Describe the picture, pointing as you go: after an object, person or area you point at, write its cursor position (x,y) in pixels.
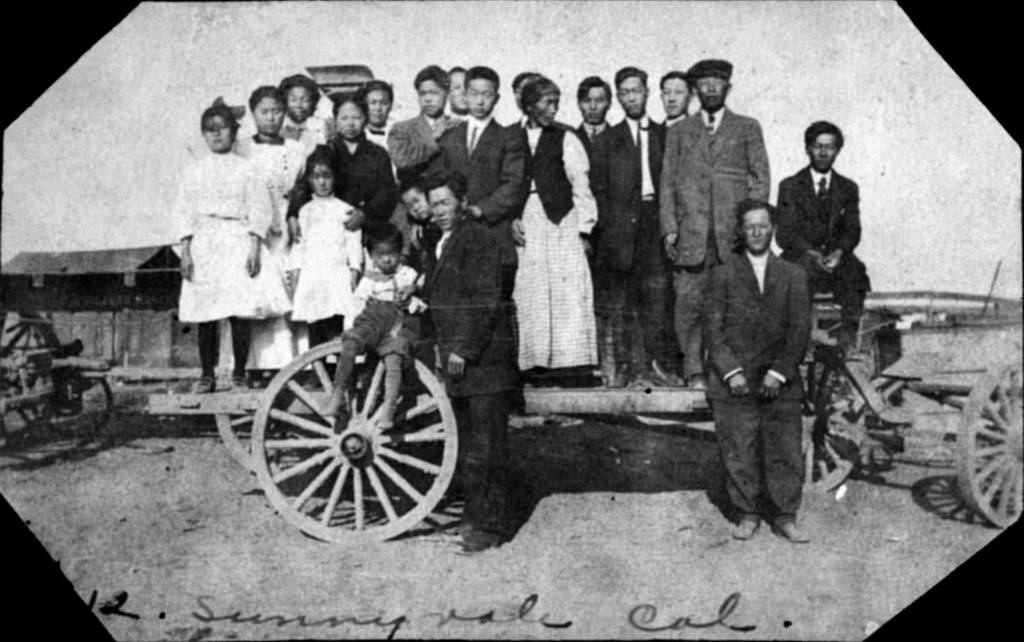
In this image there are group of persons (444,200) standing in the center (365,405) and there is a wheel (303,445) in the center (359,416). On the right side (842,375) there are wheels (855,399) and there is a cart (893,418).
